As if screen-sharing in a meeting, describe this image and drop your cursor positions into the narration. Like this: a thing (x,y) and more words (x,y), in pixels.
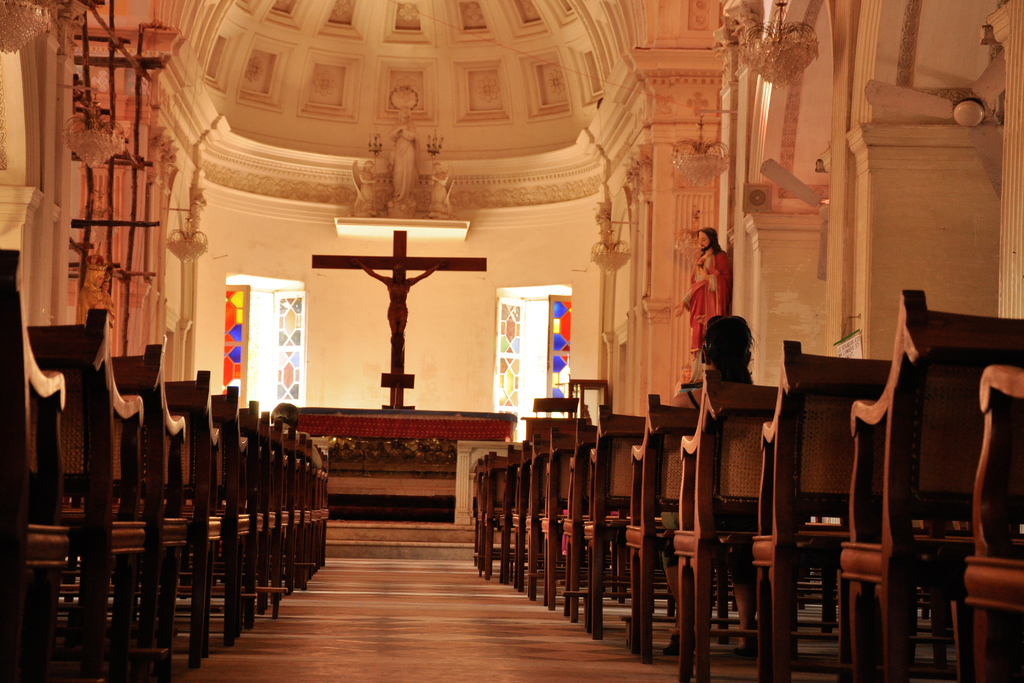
In this image we can see the inside view of the church (432,259) that includes walls (512,234), carved sculptures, statues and chairs (1000,560).
